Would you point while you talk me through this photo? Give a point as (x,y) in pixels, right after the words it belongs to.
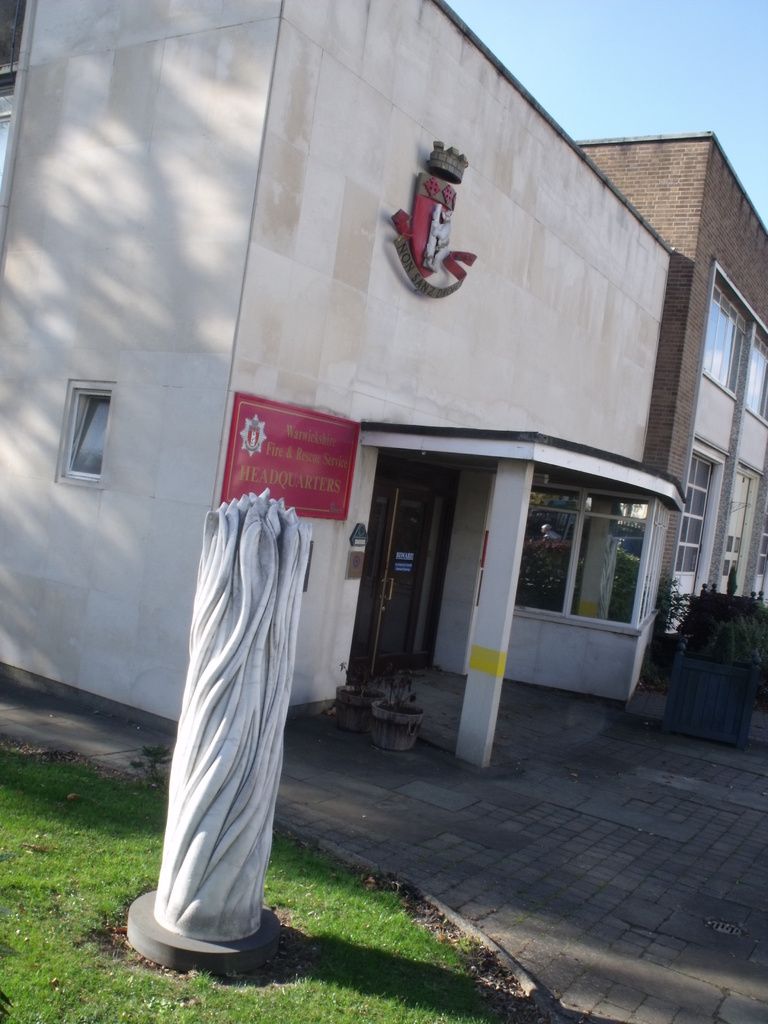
As we can see in the image there are buildings (447,317), banner (321,435), plants (728,624), pots (394,708), grass (328,933) and sky (527,79).
